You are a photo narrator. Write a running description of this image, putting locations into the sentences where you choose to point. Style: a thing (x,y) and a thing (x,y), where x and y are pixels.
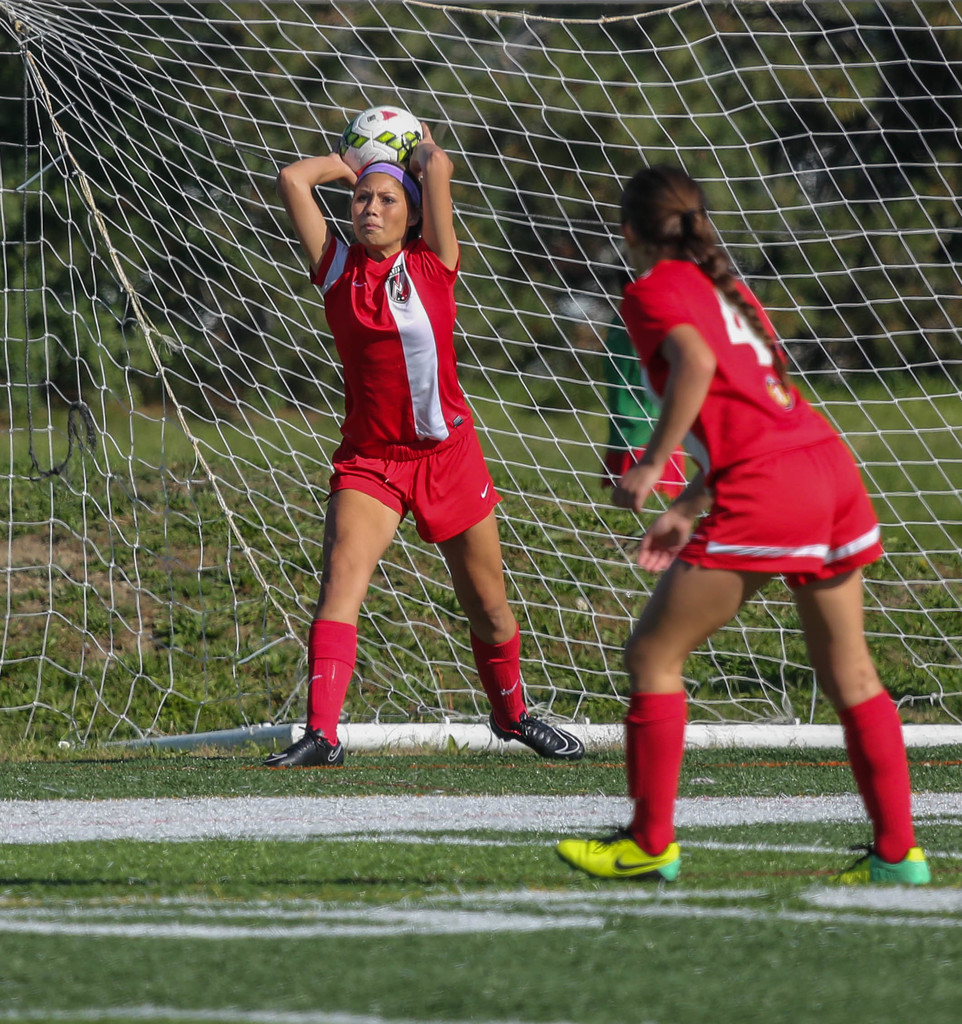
In this picture we can see two persons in the ground (416,840). She is throwing a ball (360,128). This is grass (369,860) and there is a mesh (164,77).
